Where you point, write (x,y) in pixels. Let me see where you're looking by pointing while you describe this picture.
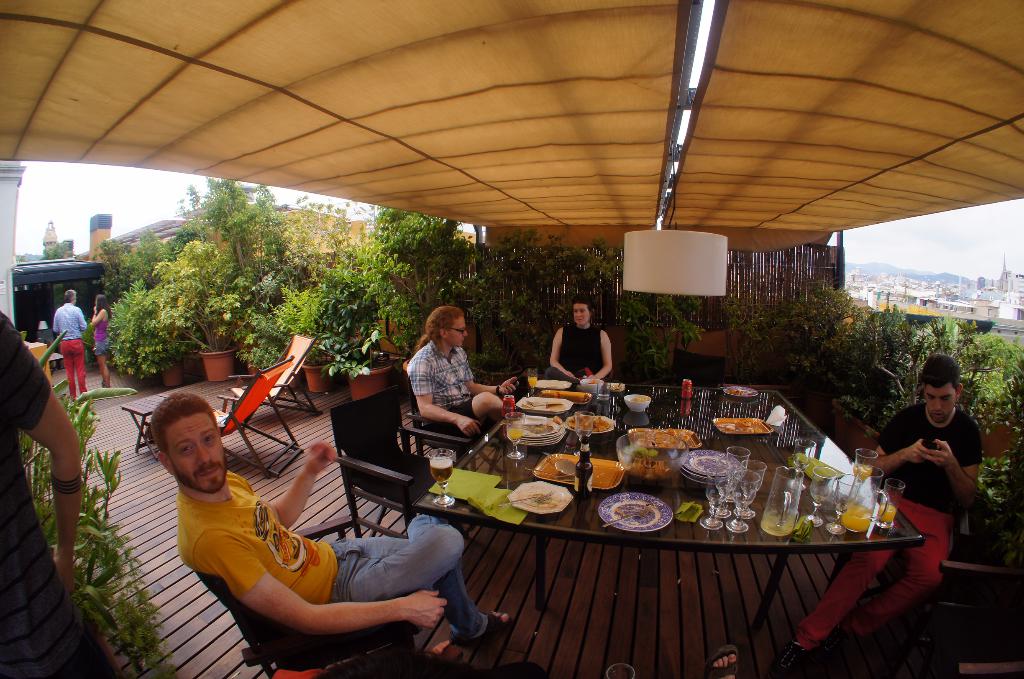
In this picture we can see a group of people (426,348) where four people (460,335) are sitting on chair (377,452) and three (80,314) are standing and in front of them on table (588,500) we have bottle (585,487), glasses (723,488), jar (778,484), plate (636,501), tray (560,480), tin (686,396), bowl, cloth (482,497) and in the background (375,274) we can see trees (536,274), sky (945,246), buildings (946,296), chairs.
